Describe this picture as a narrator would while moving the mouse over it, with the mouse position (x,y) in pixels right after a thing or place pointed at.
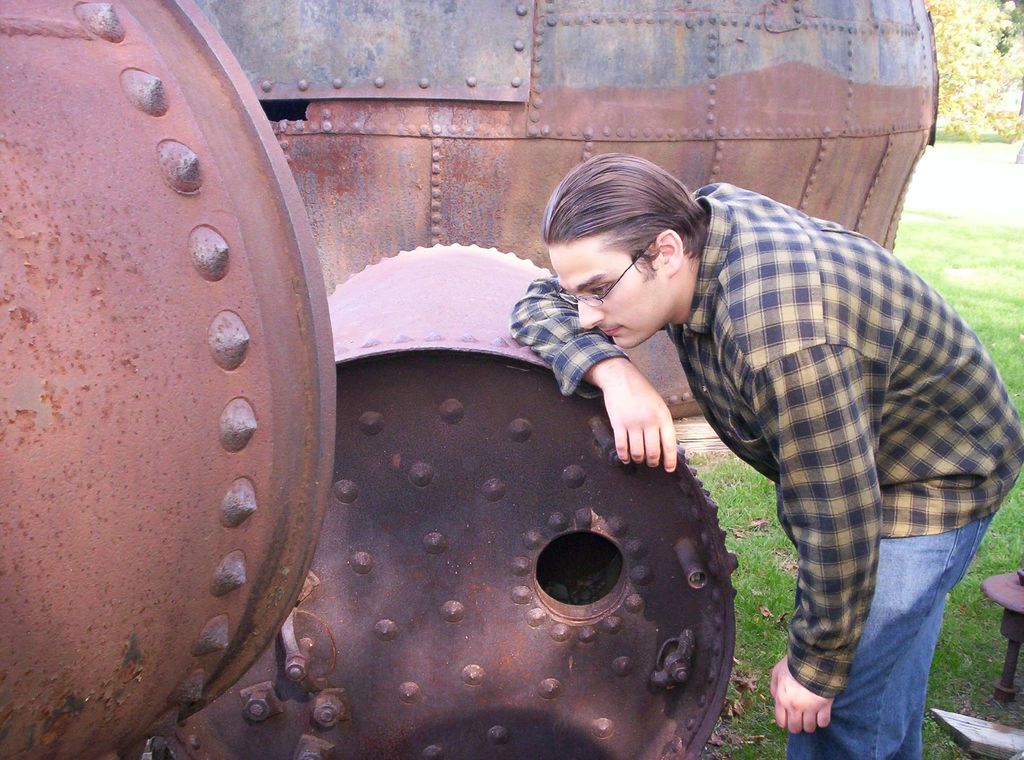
In this image we can see there is a metal structure (294,362), beside that there is a person (740,342) standing on the surface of the grass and he is placed his hand (613,382) on the object (449,391). In the background (941,76) there are trees (957,59).
